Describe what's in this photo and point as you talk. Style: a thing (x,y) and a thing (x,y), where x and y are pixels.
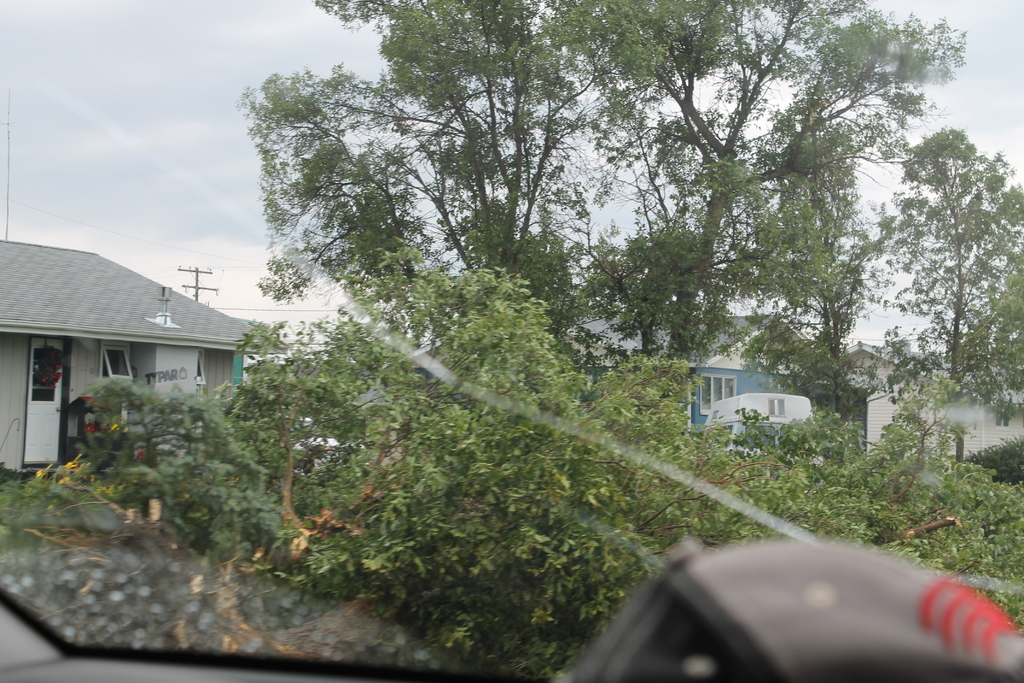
In this image we can see buildings (237,366), trees (396,381), electric pole (200,275), electric cables (222,308) and sky (114,109) with clouds (80,141) through a motor vehicle's window (72,576).
